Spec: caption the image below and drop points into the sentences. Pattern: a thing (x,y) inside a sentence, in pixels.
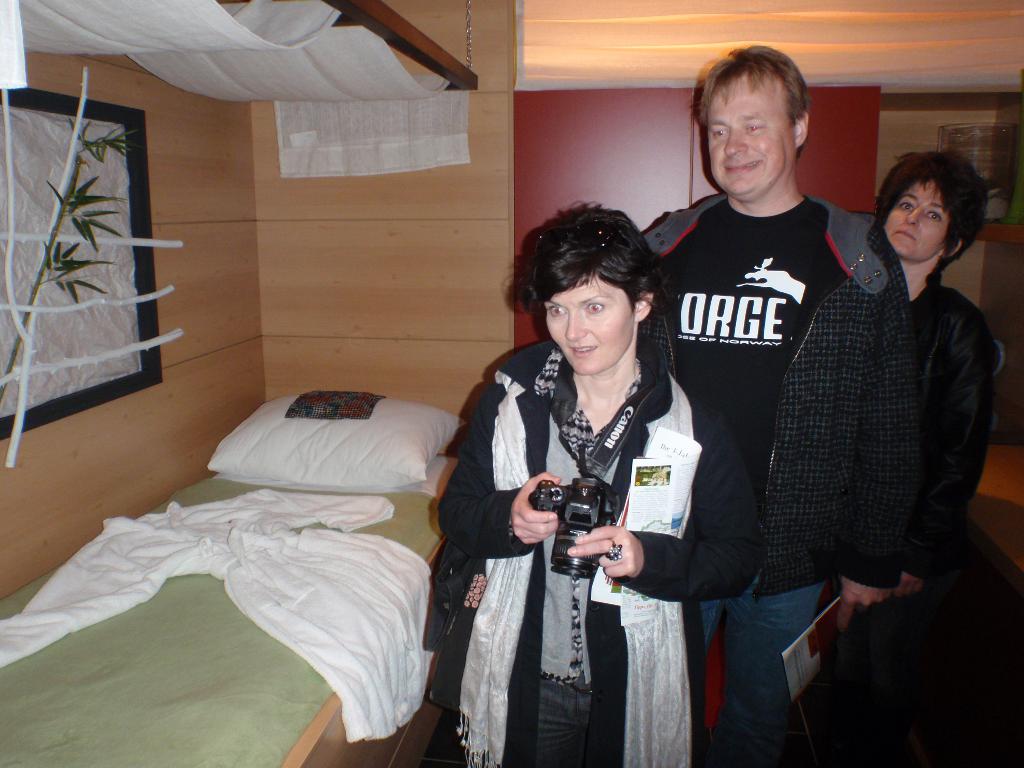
In this image, I can see three persons (706,486) standing. Among them one person (640,565) is holding a camera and a book (635,516). On the left side of the image (254,692), I can see a bed (193,606) with blanket (165,537) and pillow (329,438). There is a photo frame (152,253) attached to the wall (191,171). At the top of the image (426,60), I can see a wooden object (421,52) with a white cloth (354,97) and there is a ceiling (619,53). In the background (636,152), there is a wall (821,111) and an object (991,169).
